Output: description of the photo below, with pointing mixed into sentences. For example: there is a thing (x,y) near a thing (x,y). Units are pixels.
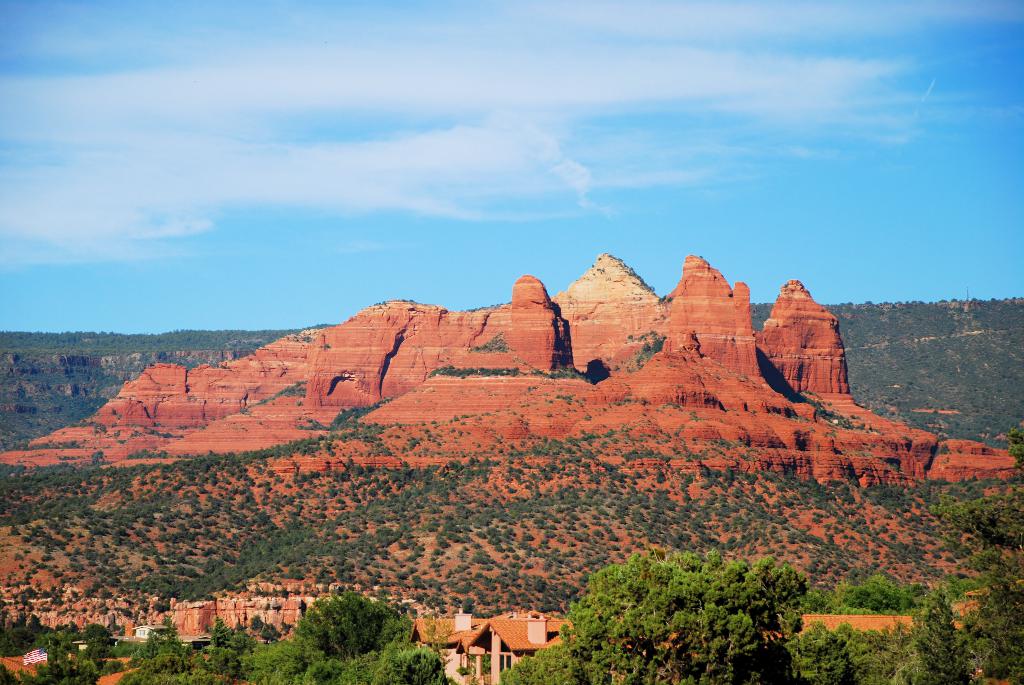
In the foreground of this image (944,646), there are trees (737,669). In the background (544,649), there are few buildings (511,632), trees (48,644), mountains (628,329), cliffs (714,329), sky (654,211) and the cloud (437,136).
